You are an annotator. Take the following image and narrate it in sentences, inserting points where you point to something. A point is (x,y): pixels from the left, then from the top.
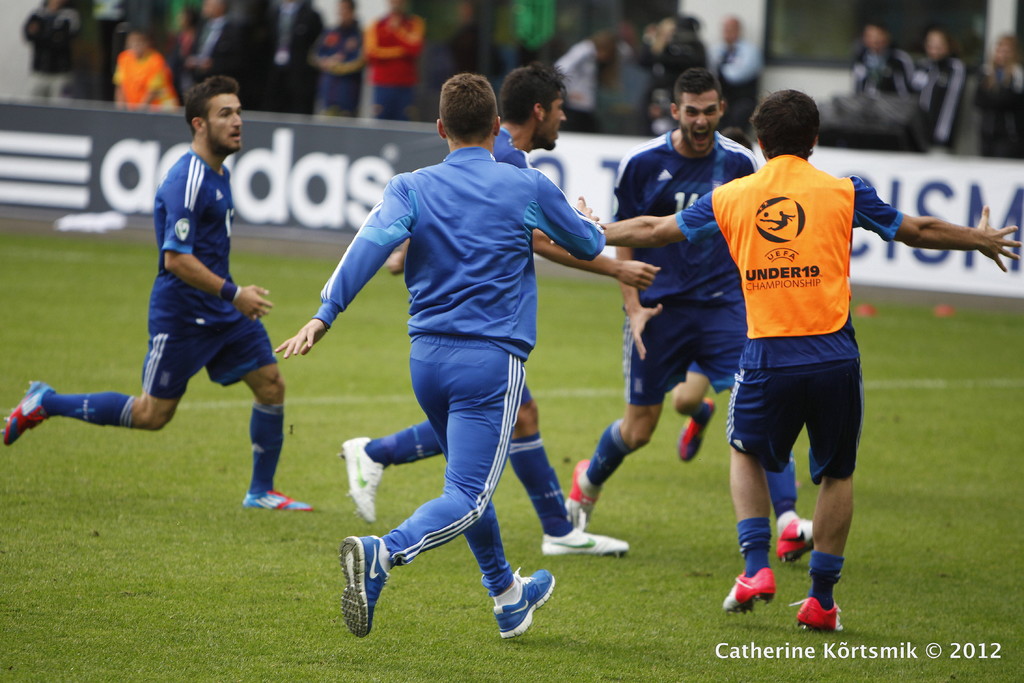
In the image we can see there are five people (471,315) wearing clothes (490,422), socks (533,479), shoes (572,488) and they are running. Here we can see the grass (215,570), the poster (351,204), there are even other people (873,74) standing, wearing clothes (400,61). On the bottom right (941,646) we can see watermark (893,653).
